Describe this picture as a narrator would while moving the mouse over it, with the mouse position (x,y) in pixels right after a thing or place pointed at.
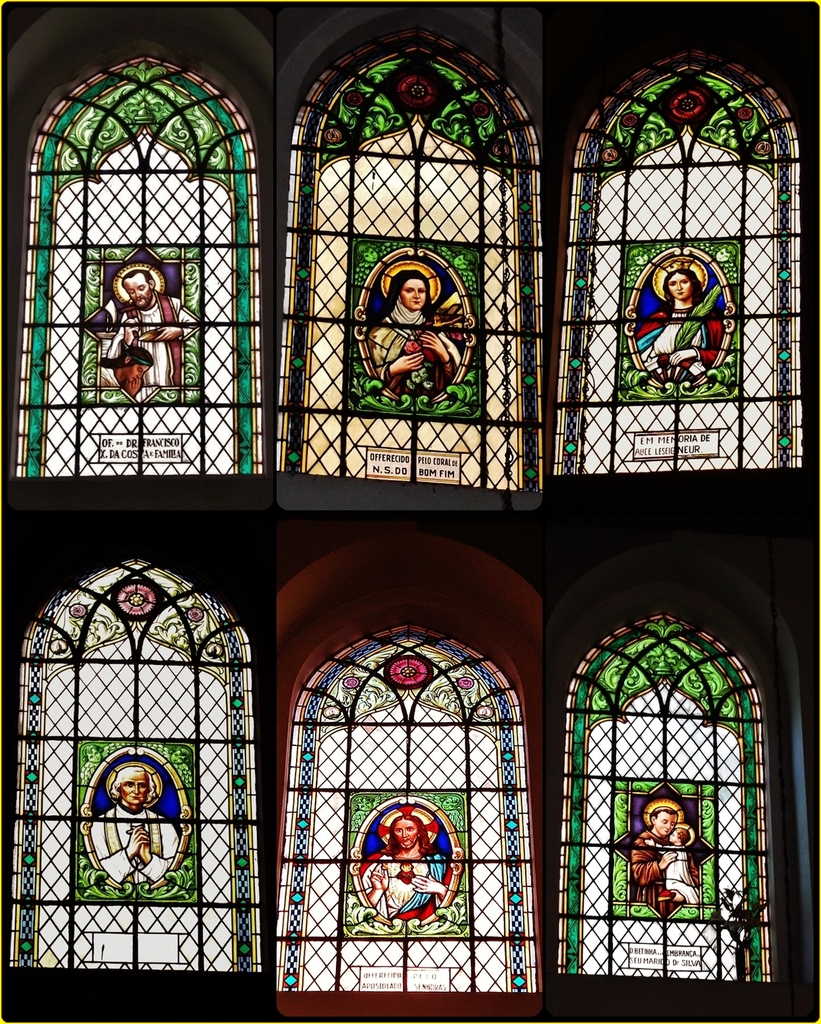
In this picture I can see designer glasses (292,276) to the windows (383,807) and I can see pictures (133,359) of few men (173,306) and women (410,361) with some text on the glasses (73,718).
